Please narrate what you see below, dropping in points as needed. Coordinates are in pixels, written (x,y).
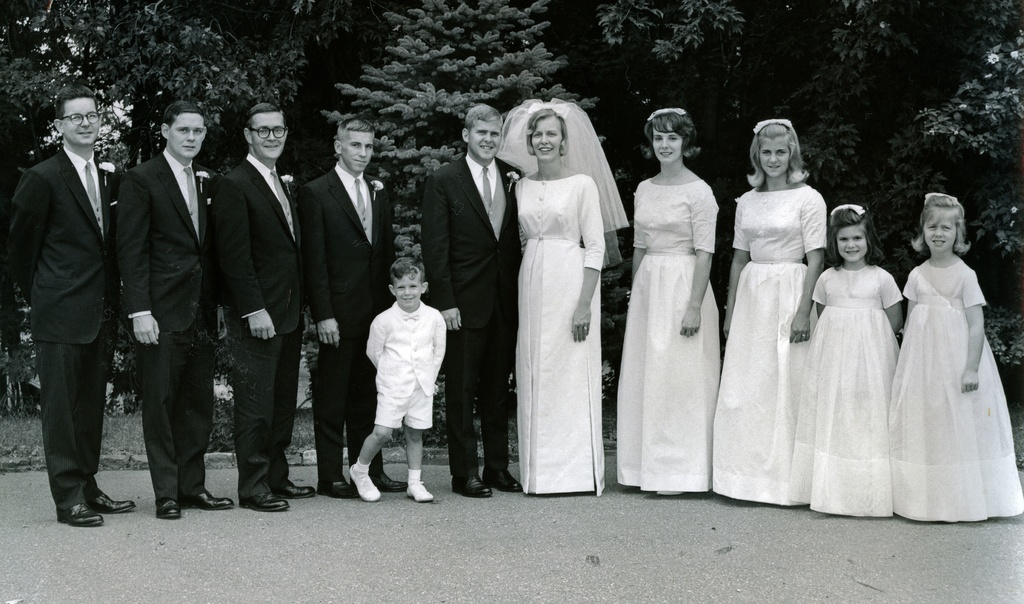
In this picture I can observe some people (565,220) standing on the land (490,518). There are men (325,228), women (605,260) and children (434,324) in this picture. All of them are smiling. In the background (234,71) there are trees (701,80). This is a black and white image.
